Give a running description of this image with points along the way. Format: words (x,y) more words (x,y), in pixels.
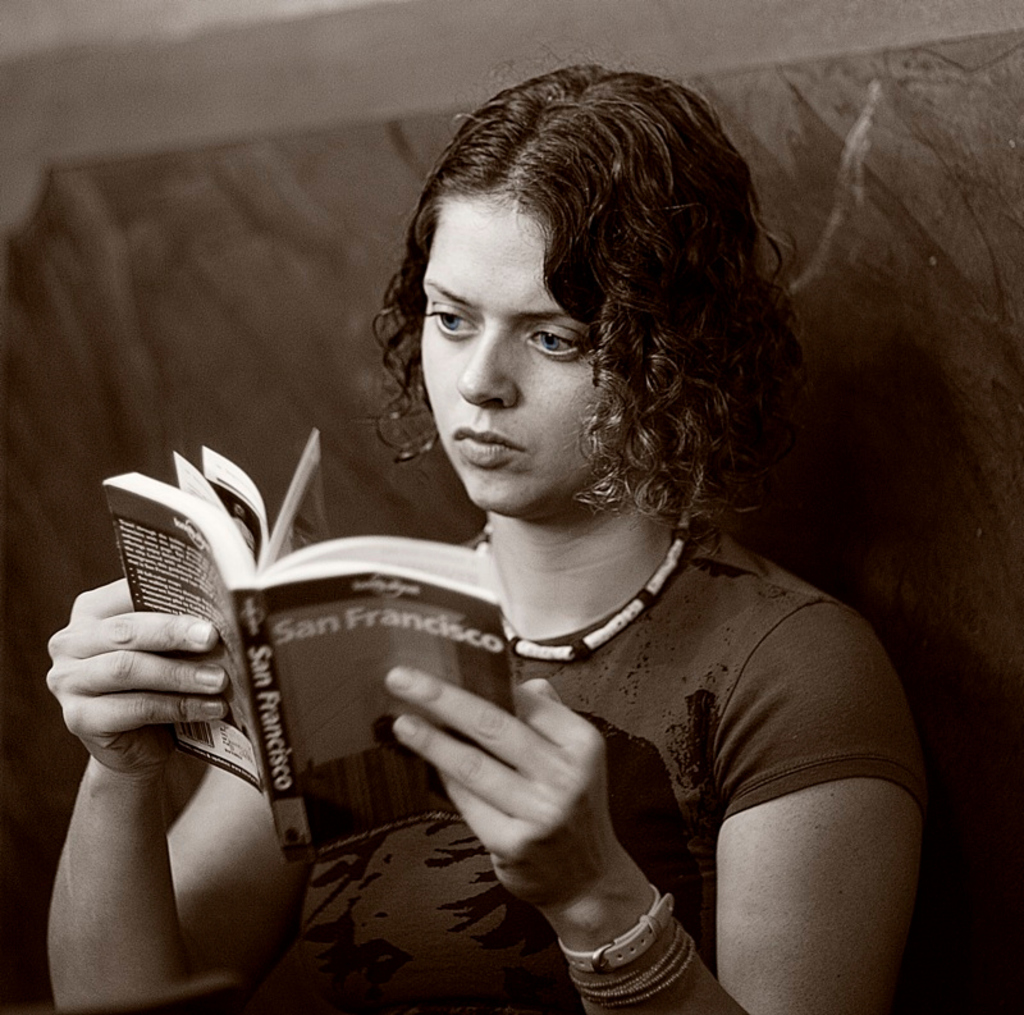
In this image we can see a lady (605,635) sitting and holding a book (328,757). In the background (914,145) there is a wall (924,444).
